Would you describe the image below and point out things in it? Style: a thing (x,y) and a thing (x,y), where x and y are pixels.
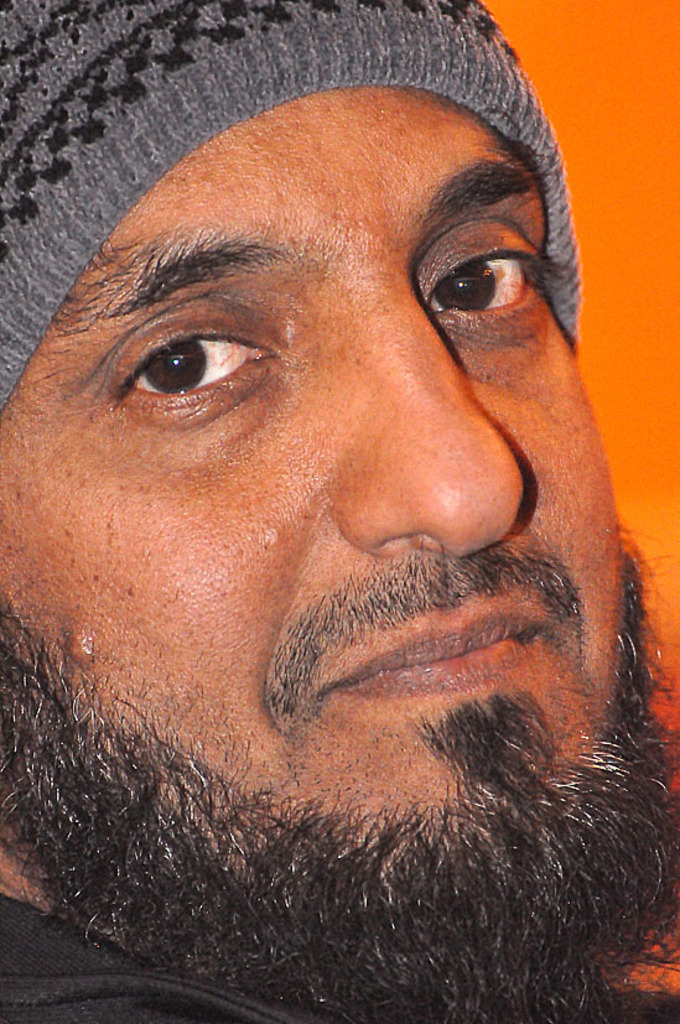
In this picture, the man (243,875) in black jacket (56,957) and grey cap (195,126) is looking at the camera and he is smiling. In the background (616,197), it is orange in color.
